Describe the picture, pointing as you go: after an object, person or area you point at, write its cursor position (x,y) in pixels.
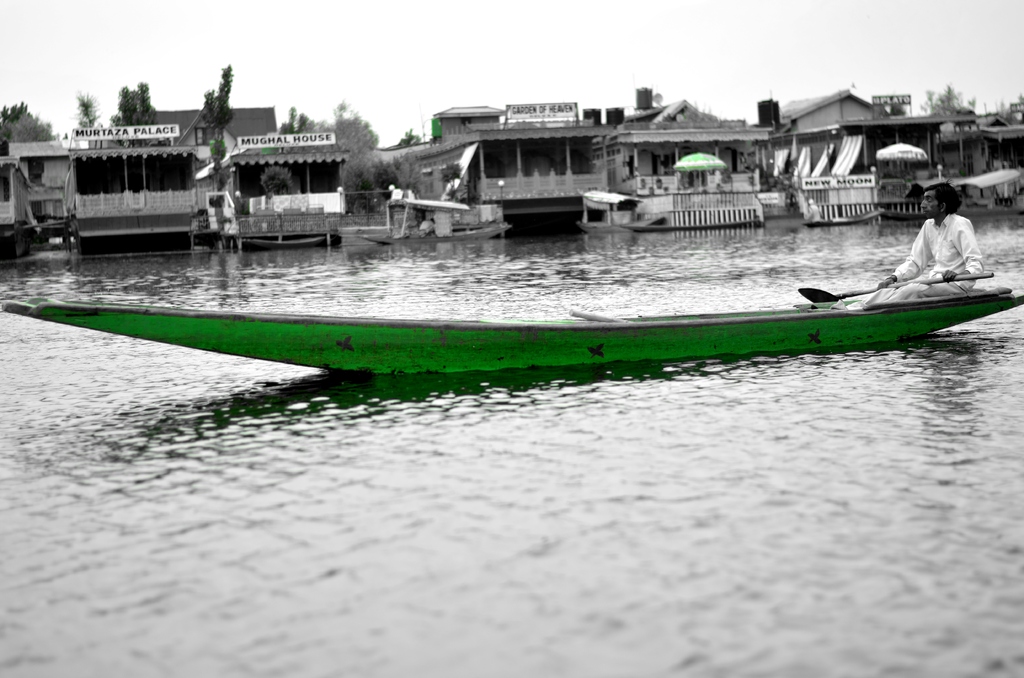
This is a black and white photograph except green color. I can see a canal (455,291) and a man (909,278) paddling in the canal (225,293). I can see other boats (436,225) and some stalls (944,175), trees (222,110), buildings (521,184) on the canal (754,229). At the top of the image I can see the sky (810,88).
